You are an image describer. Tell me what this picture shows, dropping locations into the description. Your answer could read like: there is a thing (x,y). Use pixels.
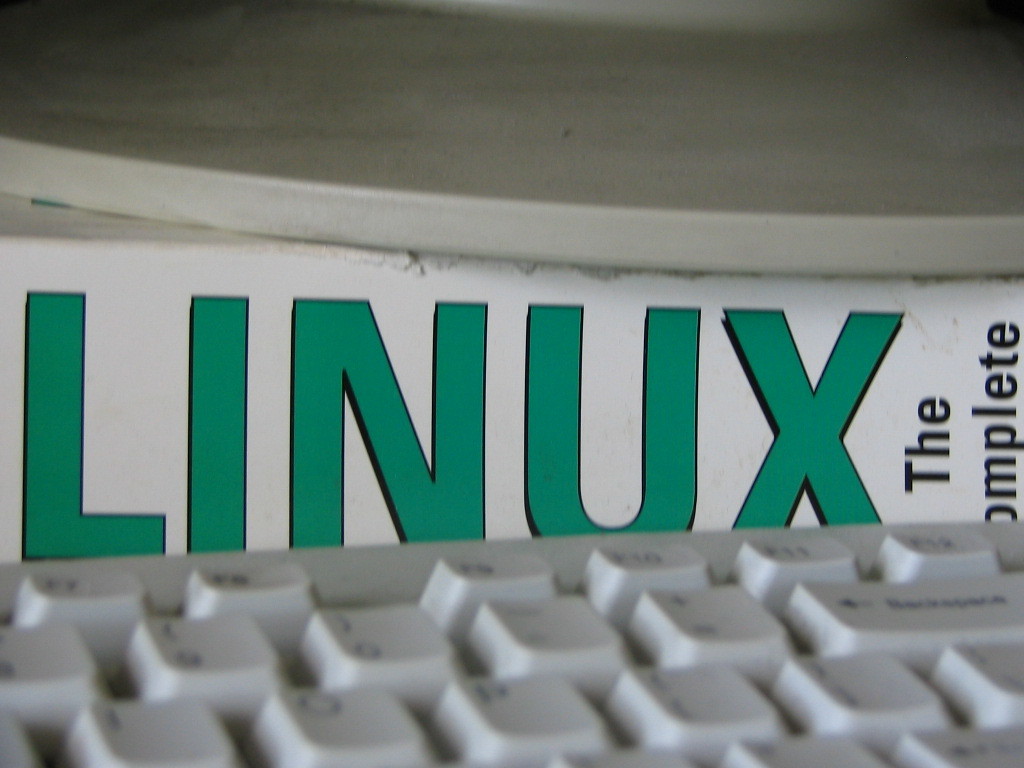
In this image we can see one white keyboard (747,647) at the bottom of the image (735,642), one white board (96,269) with text (216,386), one white object (418,207) looks like a table (95,132) on the top of the image (476,66).
